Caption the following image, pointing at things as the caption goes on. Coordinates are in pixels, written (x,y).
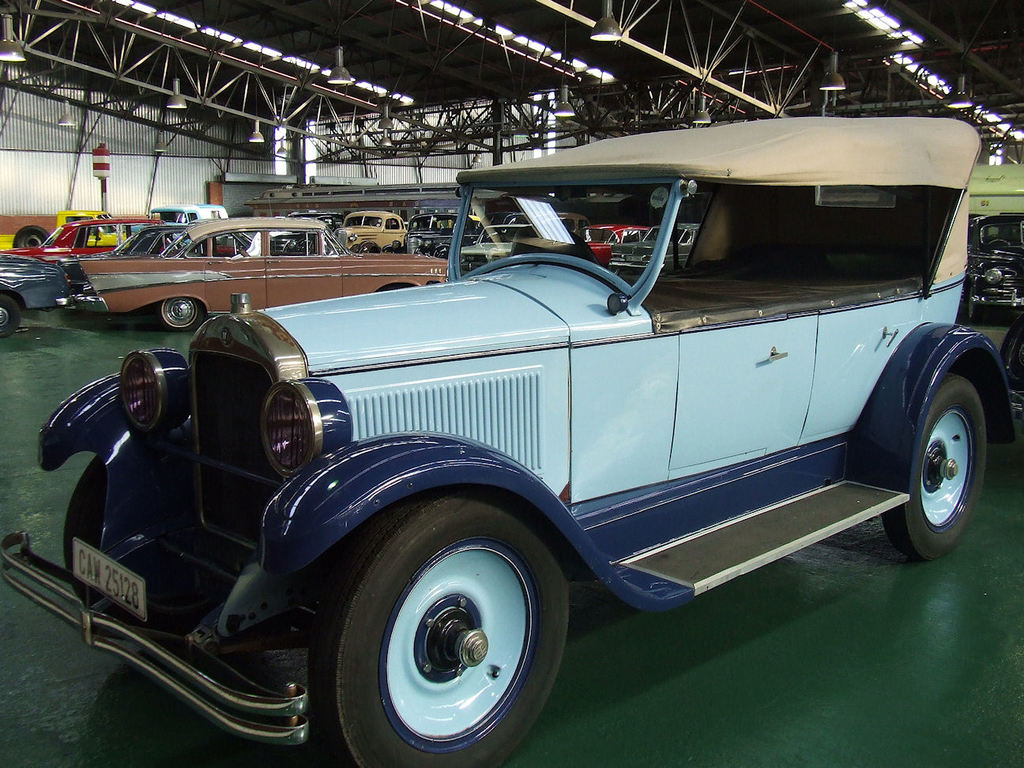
In this image, we can see so many vehicles (459,519) on the floor (985,740). Background we can see a pole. Top of the image (438,125), we can see rods (538,62) and lights (893,20).
